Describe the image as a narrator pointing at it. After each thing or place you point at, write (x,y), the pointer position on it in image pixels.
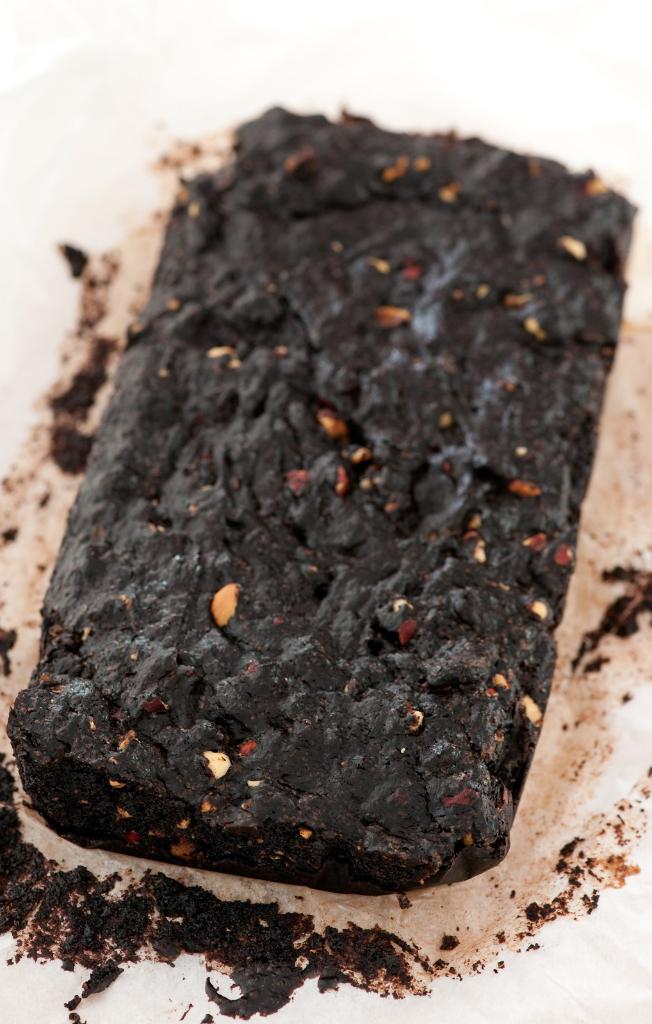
In this image in the center (294,495) there is a brownie (307,699).
